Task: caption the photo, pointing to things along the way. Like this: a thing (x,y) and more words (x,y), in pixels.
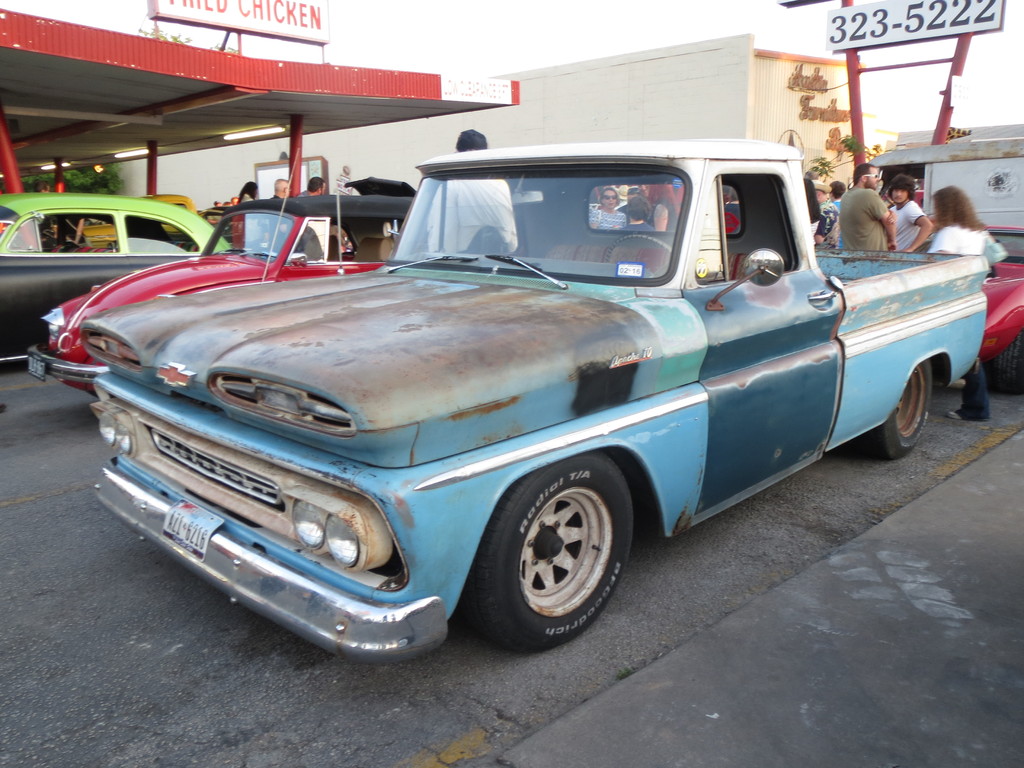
In the center of the image (529,340) there is a car (577,616) on the road (534,662). In the background (656,132) we can see persons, cars (106,267), poles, buildings (254,93), advertisement (940,9) and sky (497,43).
